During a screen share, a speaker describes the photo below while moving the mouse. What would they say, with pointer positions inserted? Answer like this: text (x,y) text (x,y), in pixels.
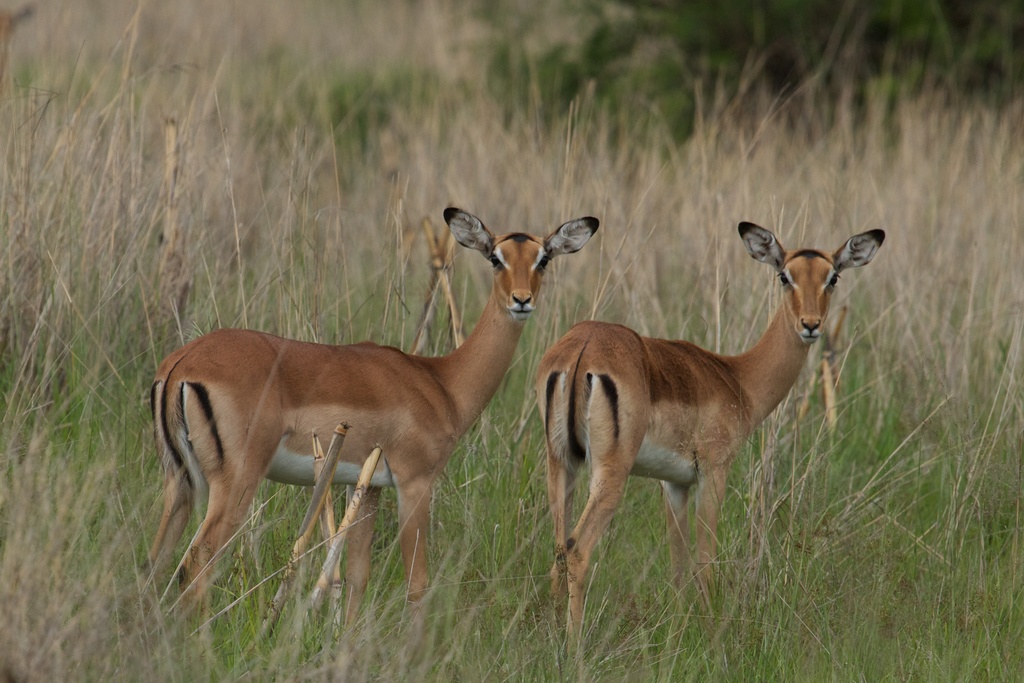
In this image I can see the gazelle (561,492). In the background (498,166), I can see the grass (532,142).
